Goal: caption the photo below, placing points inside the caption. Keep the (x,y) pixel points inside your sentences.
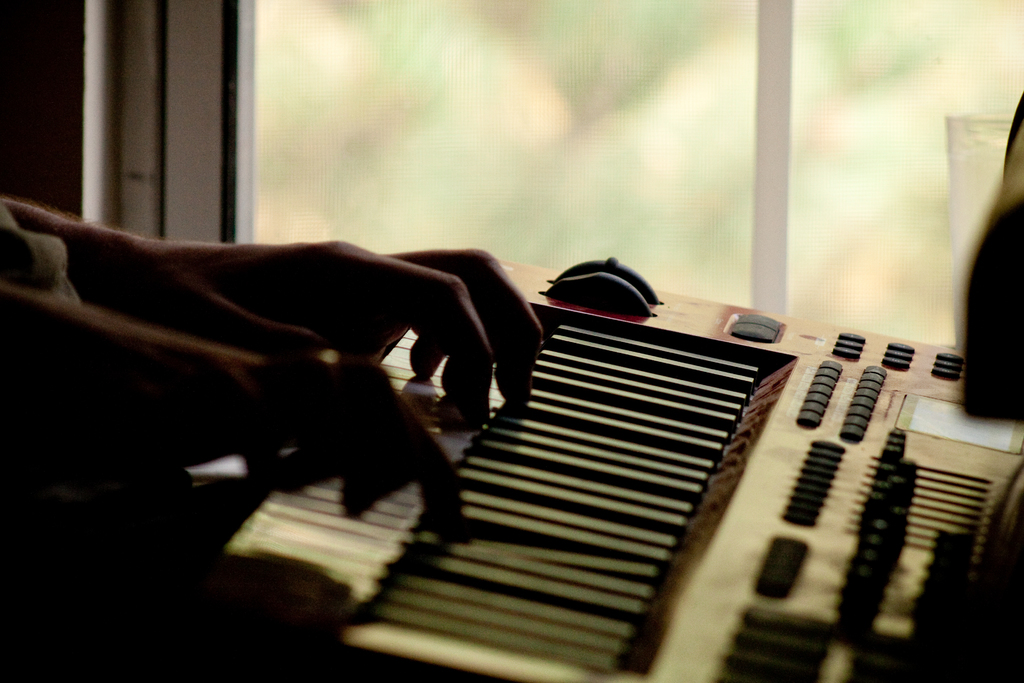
In this picture, There is a piano (879,476) and there is a person (155,376) playing a piano (413,592), In the background (884,175) there is a glass window (646,136).
